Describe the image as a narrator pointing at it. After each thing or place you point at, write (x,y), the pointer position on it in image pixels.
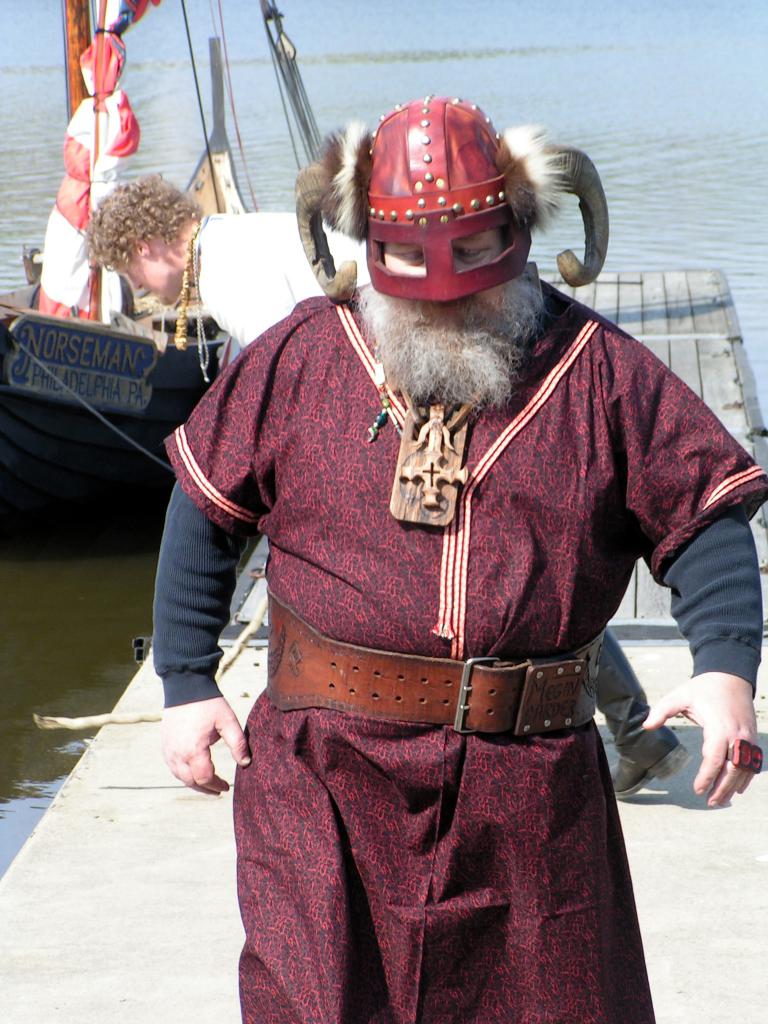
In this picture I can see a man (280,481) in front (218,399) who is wearing costume (471,693) and a helmet (348,176) and behind him I can see another man (242,217) and they're on the path (253,687). In the background (107,285) I can see a boat (209,149) and it is on the water (333,93) and I can also see few wires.
